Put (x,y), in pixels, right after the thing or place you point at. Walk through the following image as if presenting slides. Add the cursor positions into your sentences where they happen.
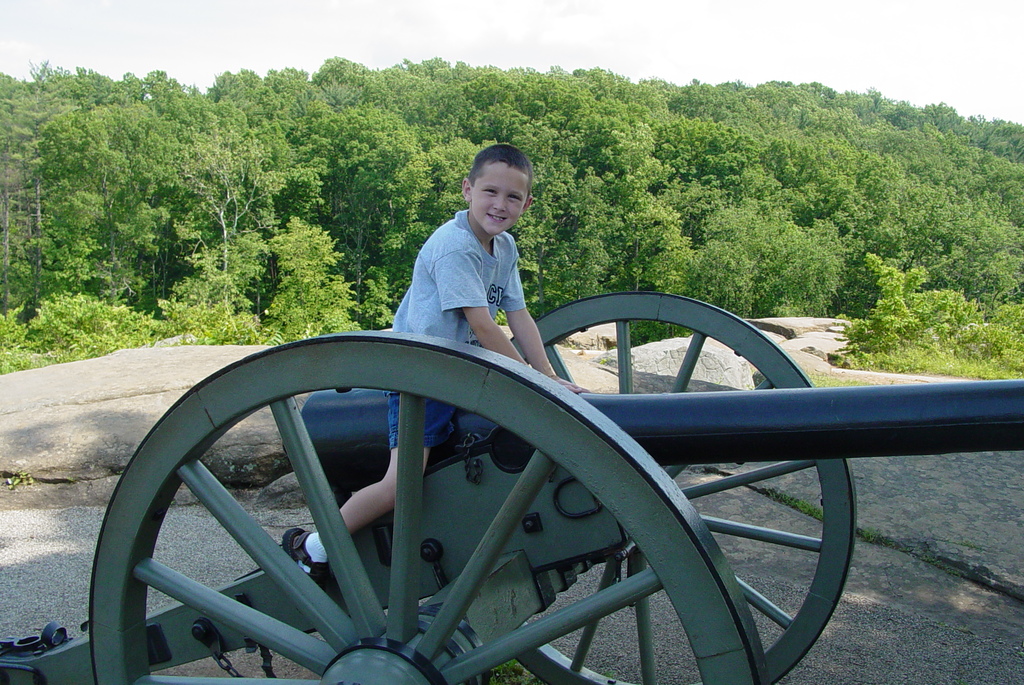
this is completely an outdoor picture. At the top of the picture (495,32) we can see a sky (748,41) and it seems like a sunny day. These are the trees (548,125). We can see one boy (498,182) sitting on the cart (476,419) and he is holding a pretty smile (498,213) on his face (502,225).
